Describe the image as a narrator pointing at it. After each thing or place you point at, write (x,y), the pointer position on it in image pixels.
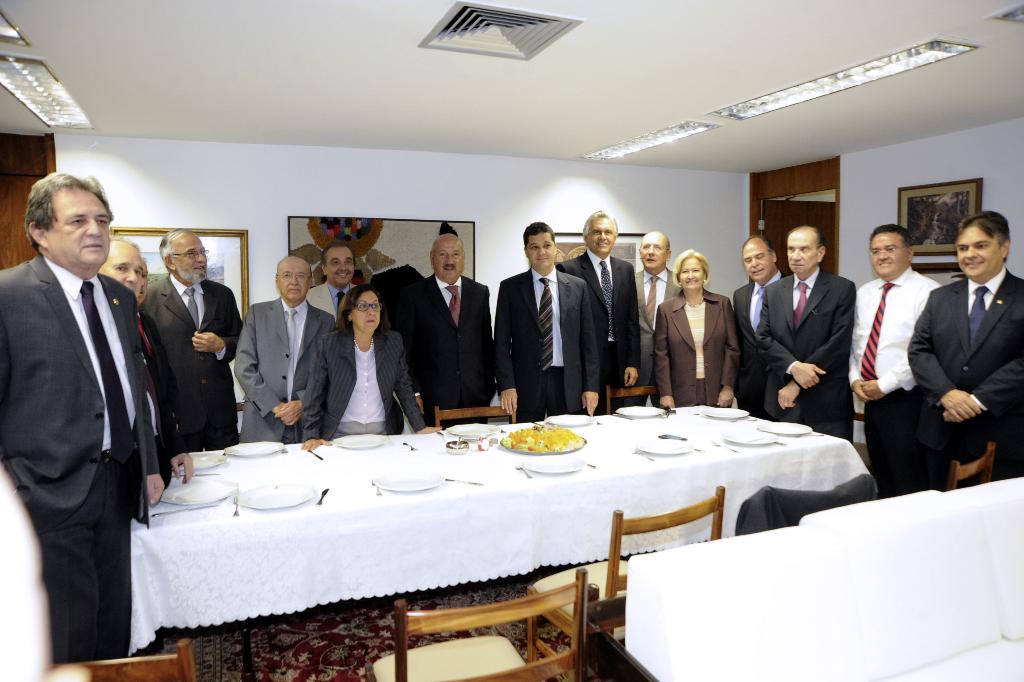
In the picture we can find a group of people (537,261) near the table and chairs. In the background (606,207) we can find a wall (383,194), a painting (465,247), photo frames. In the ceiling (306,94) we can find a lights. People (91,544) who are standing are wearing a blazers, ties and shirts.
